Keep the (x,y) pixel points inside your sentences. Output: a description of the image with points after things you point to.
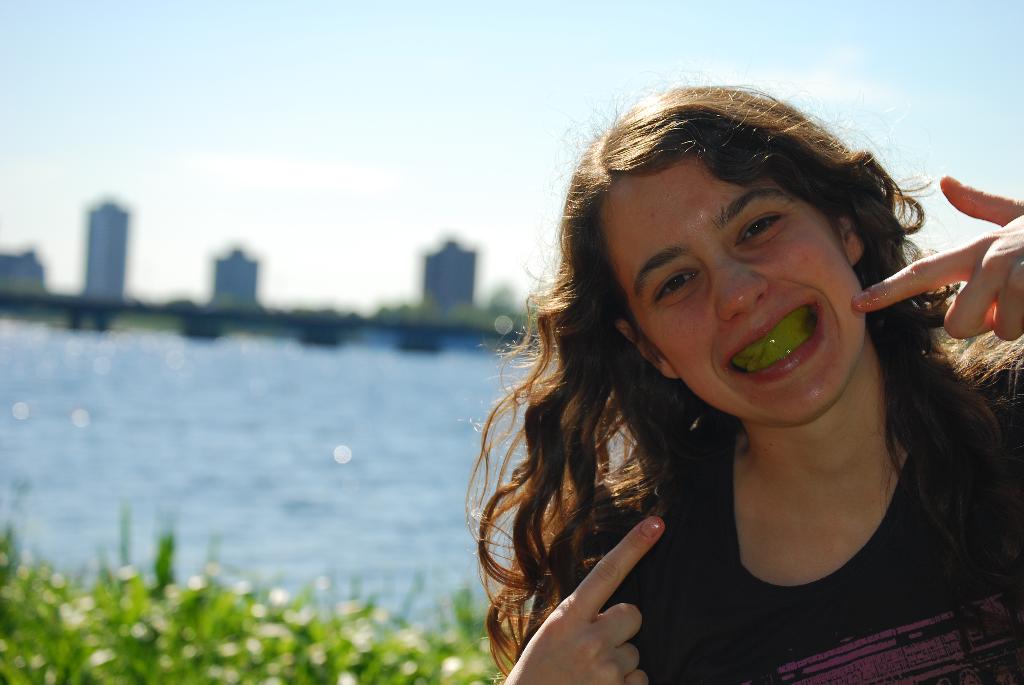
In this picture we can see a woman (730,435), leaves (61,620), water (326,443) and in the background (57,290) we can see buildings (105,244), sky (297,227) and it is blurry.
